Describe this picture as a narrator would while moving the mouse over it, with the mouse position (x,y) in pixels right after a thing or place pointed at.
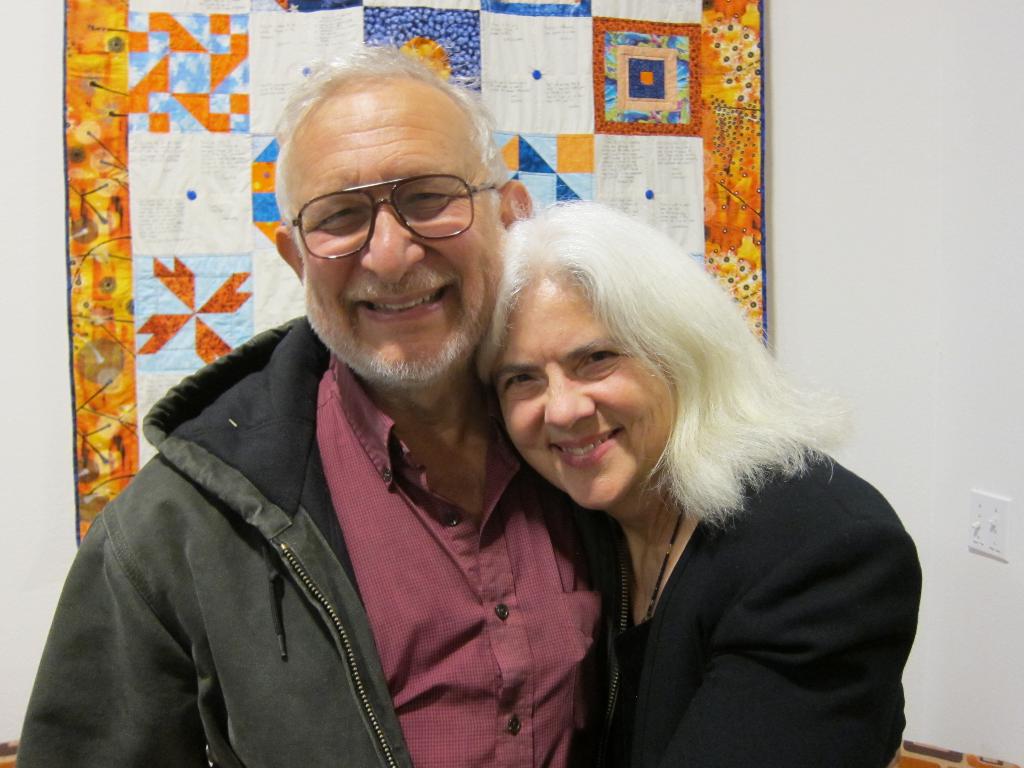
In this image I can see a man (339,280) and a woman (563,485) in the front (558,587), I can see smile (407,313) on their faces (461,287) and I can see he is wearing specs (311,217). In the background (744,236) I can see a colourful thing (208,28) and on the right side of this image (1002,510) I can see a white colour thing (972,537).
